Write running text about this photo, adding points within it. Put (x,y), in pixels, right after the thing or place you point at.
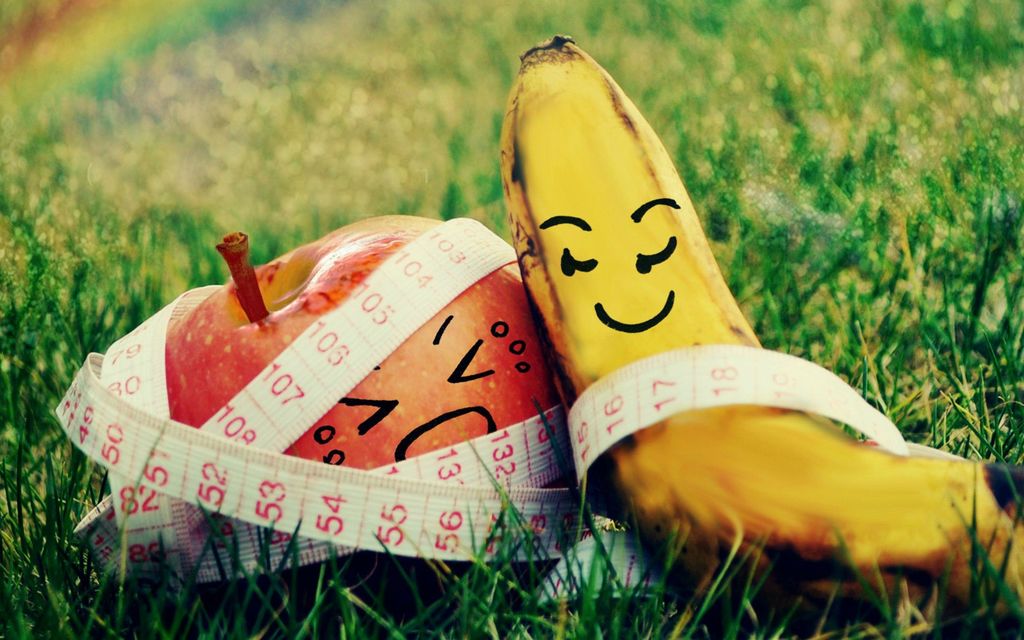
In the picture there is a banana (719,533) and an apple (292,305) kept on the grass (736,100) and the measuring tape (140,436) is wrapped around those fruits (486,286) and the background of the fruits (514,114) is blur.
